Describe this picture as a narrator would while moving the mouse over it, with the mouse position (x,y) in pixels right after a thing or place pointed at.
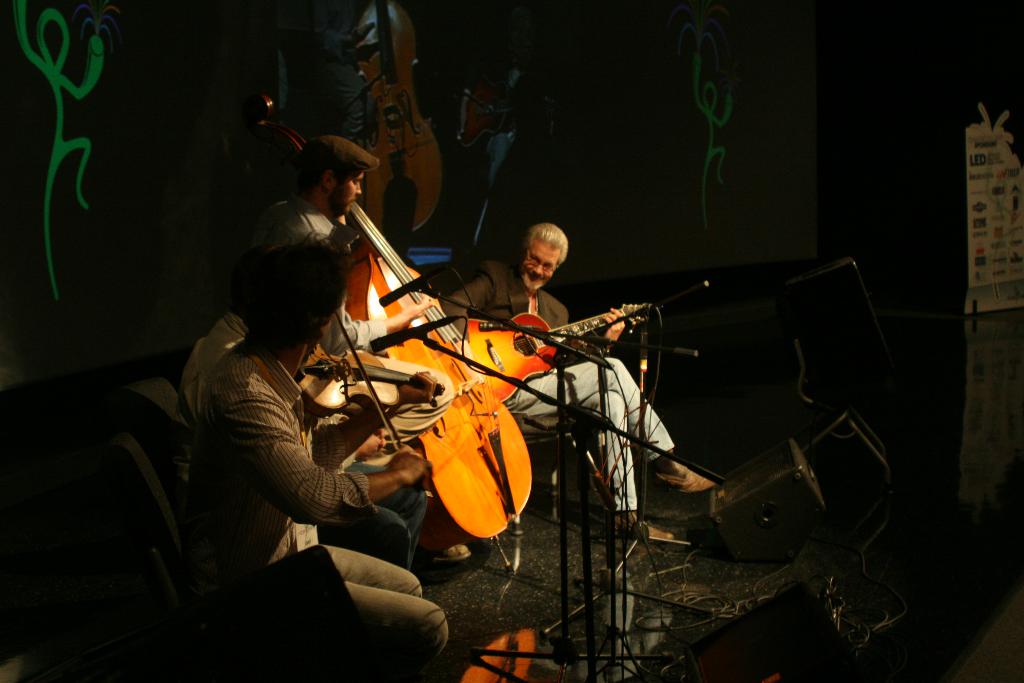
There are four people (543,378). They are playing a musical instruments (348,378).
